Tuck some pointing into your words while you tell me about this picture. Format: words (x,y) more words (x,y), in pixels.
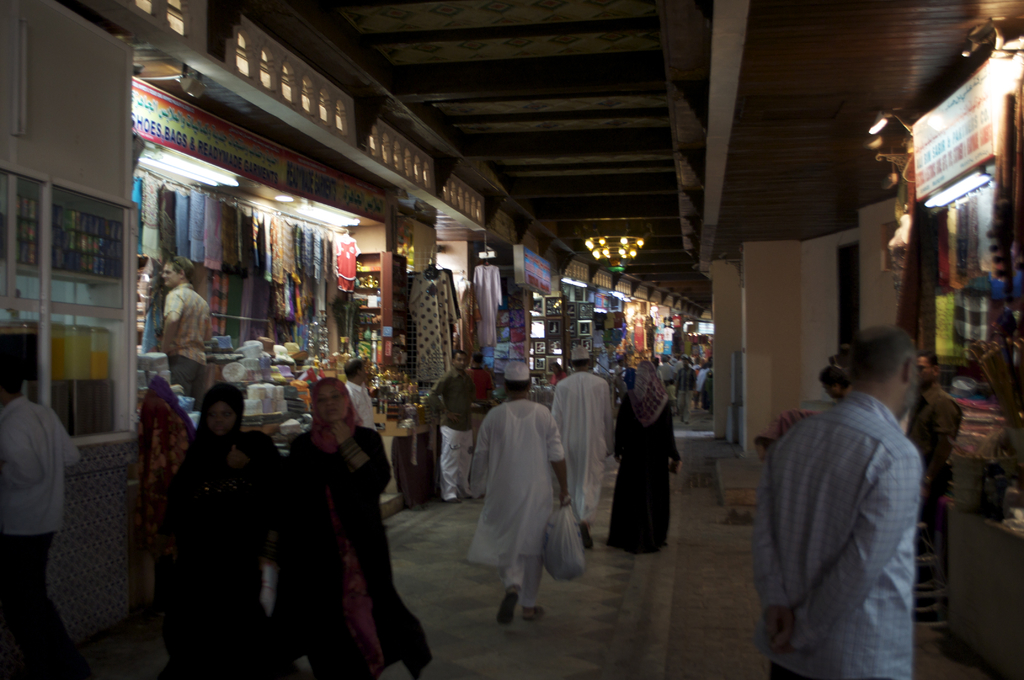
In this image, we can see the interior view of a building (521,165). There are a few shops (383,310) with some objects (288,305) placed. We can also see some boards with text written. There are a few people (620,480). We can see the ground (592,552) and the roof (627,274). We can see some lights (618,259).
